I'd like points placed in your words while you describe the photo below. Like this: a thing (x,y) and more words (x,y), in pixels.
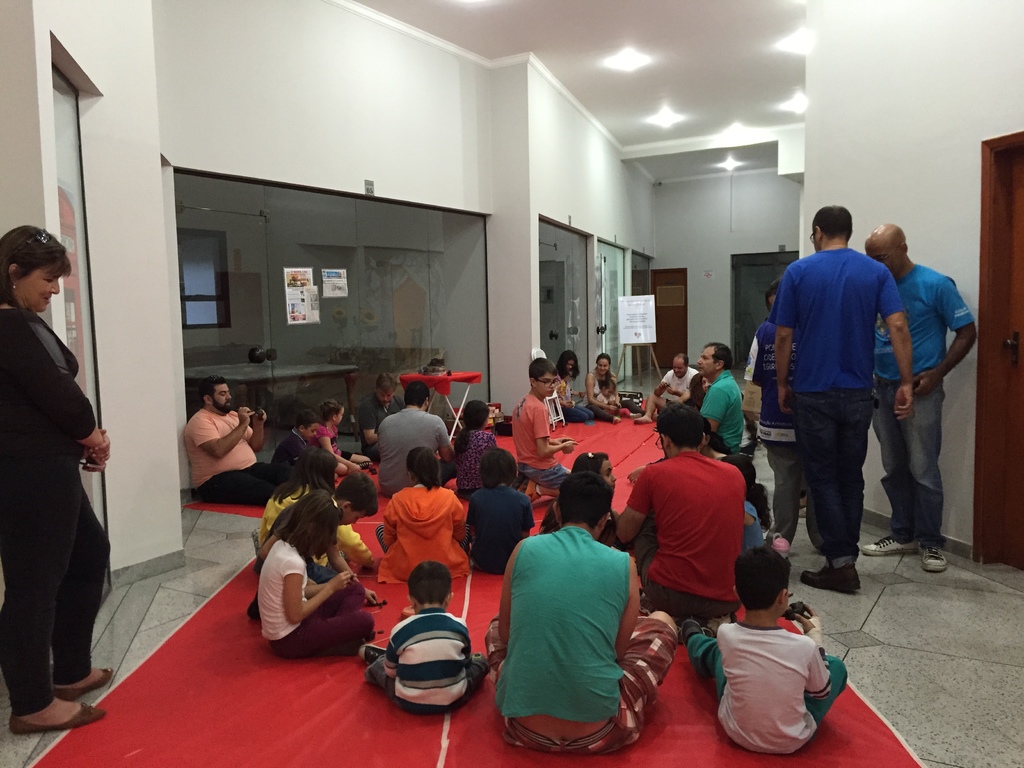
In this picture we can see a group of people (423,617), cloth (893,751) on the ground (932,661), some people (81,680) are standing, some people (454,644) are sitting on a cloth (260,691), here we can see posters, wall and some objects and in the background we can see a roof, lights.
